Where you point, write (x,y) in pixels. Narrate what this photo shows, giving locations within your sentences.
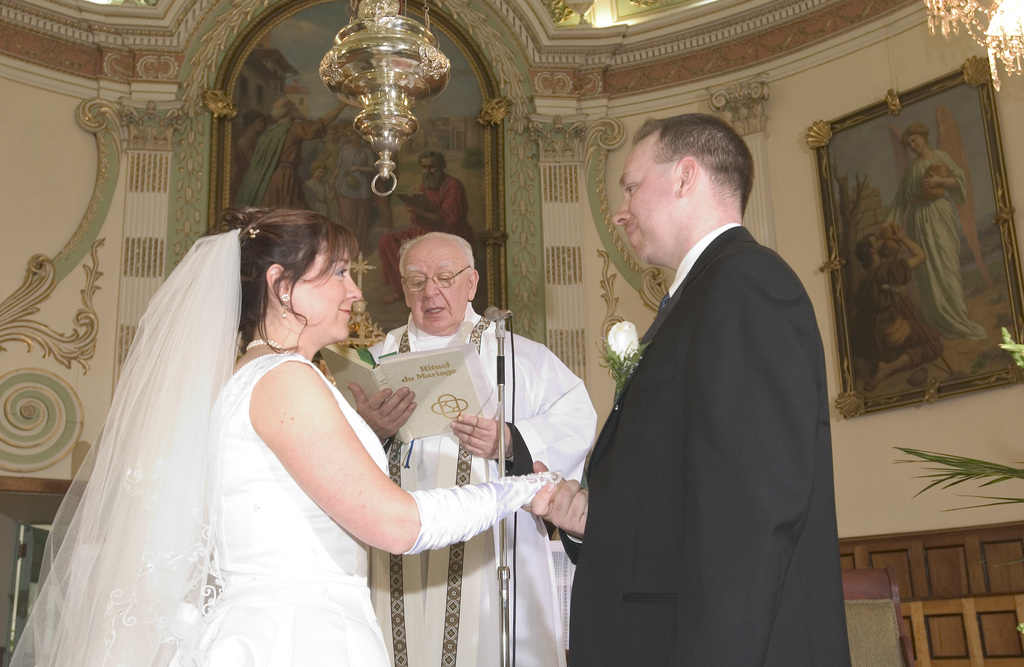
This image might be clicked in a church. There are three persons (323,478) in this image. One is woman (305,586), two are men (415,563). There are so many photo frames (345,176) in this image. There is light (364,109) at the top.
